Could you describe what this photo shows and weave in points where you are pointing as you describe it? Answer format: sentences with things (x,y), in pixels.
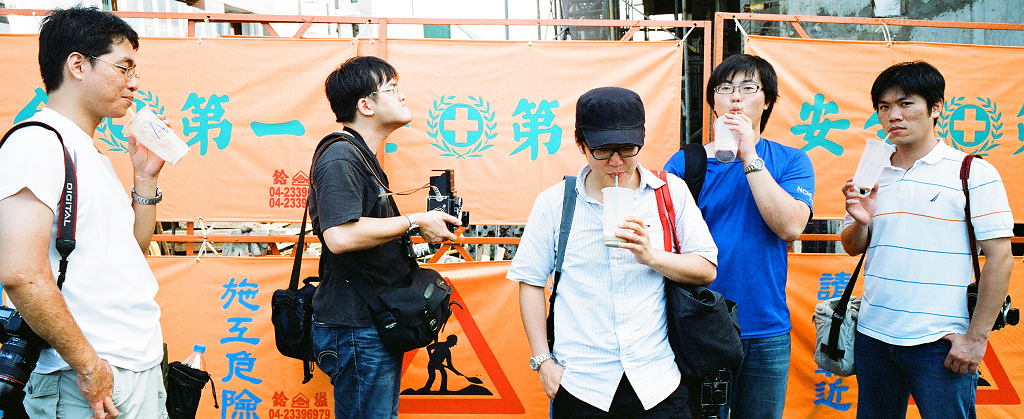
In this image there are a few people (658,208) standing and holding their bags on their shoulder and they are holding drinks (624,209) in their hands (634,228), one of them is holding a camera (450,197) in his hand (441,215), behind them there are banners (205,78). In the background (359,7) there are buildings (359,7).
